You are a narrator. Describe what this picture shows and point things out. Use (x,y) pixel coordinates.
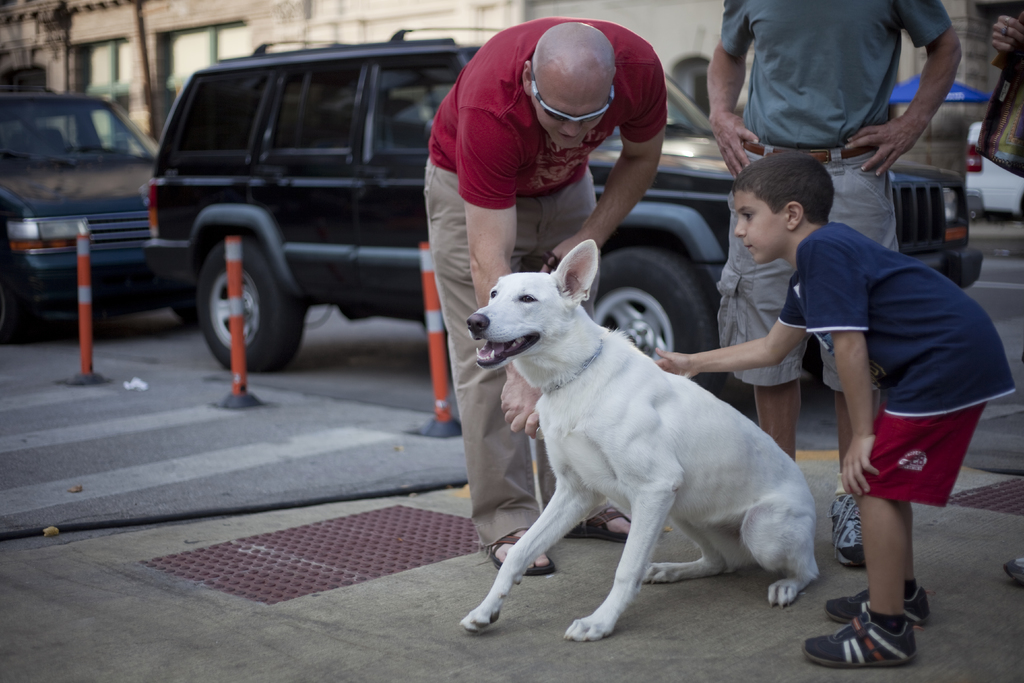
There are three persons (594,147) in this image and a dog (507,285) which is on the floor (738,613) and a kid (793,179) is pampering the dog (603,394) and at the left side of the image (162,178) there are two black color cars (164,216) and a tactile pad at the foreground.
